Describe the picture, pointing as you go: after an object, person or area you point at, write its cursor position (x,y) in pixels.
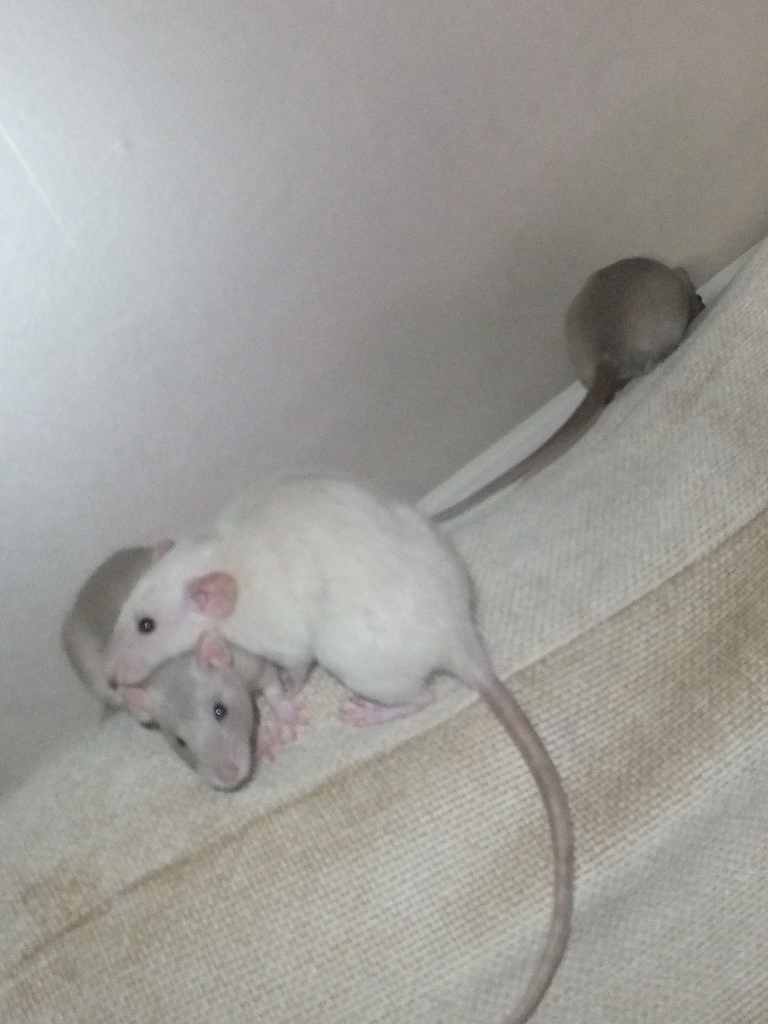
In this image, I can see three rats (632,376) on a couch (595,747). This looks like a wall (323,187), which is white in color.
